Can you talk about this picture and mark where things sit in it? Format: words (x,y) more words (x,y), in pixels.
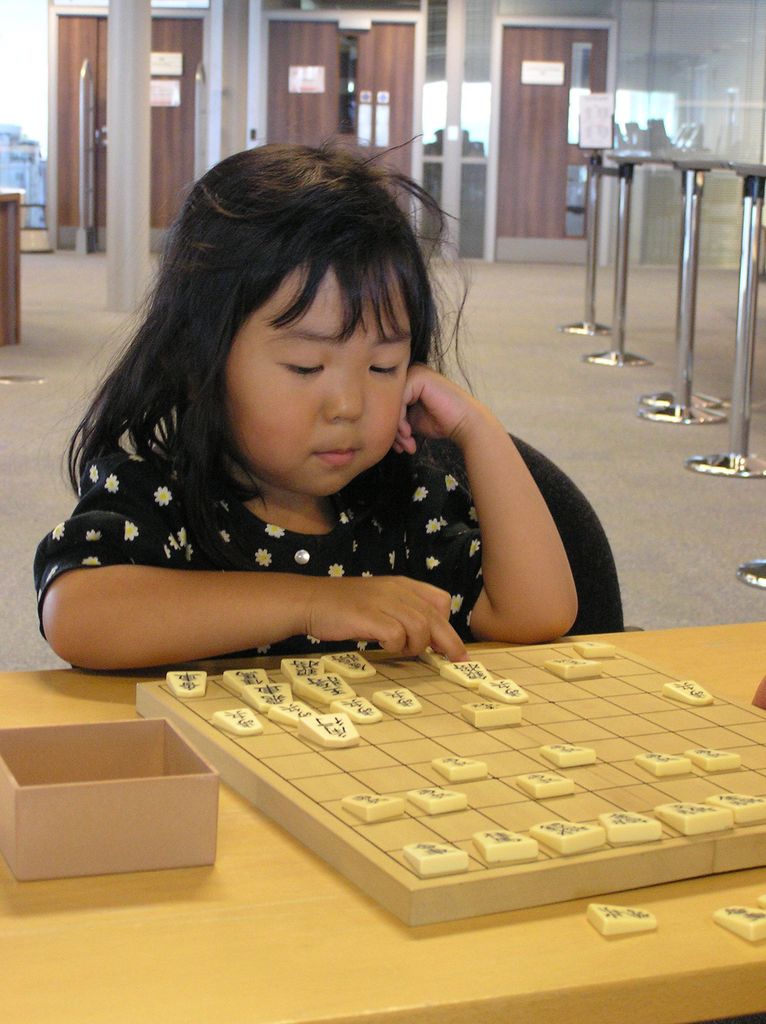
There is a girl (224,533) with a black dress (398,542), she is playing a game and in the right side of the image (690,351) there are tables (749,301) and at the back (339,71) there is a door (364,88).
